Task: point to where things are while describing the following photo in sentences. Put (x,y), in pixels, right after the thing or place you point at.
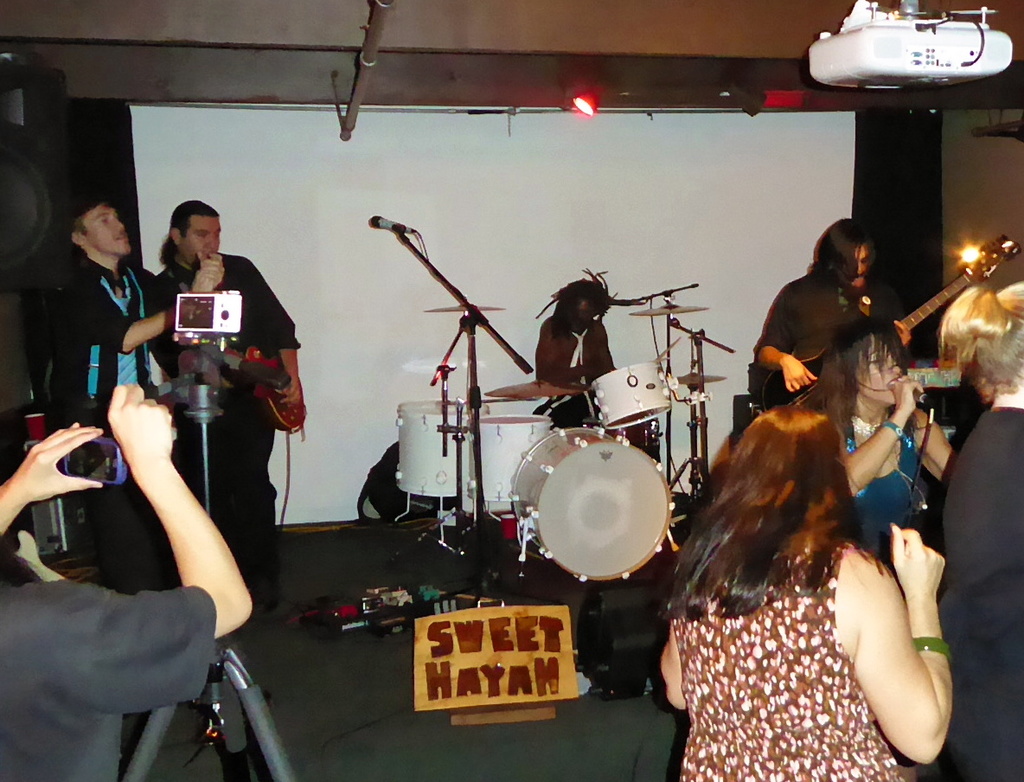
This is a picture of a live band (819,305). In the center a man (601,274) is playing drums (562,493). On the right (786,378) there are four people (965,527). On the top right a man (810,336) is playing guitar (920,312), before him a woman (895,444) is singing. On the right this woman (797,635) is dancing. On the top left (120,239) there are two men (81,308) standing and playing musical instrument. On the left (215,340) there is a camera (215,318) on the stand (206,374). On the left a person (121,663) in black shirt (142,649) is taking photos. In the background (467,194) there is white curtain (468,183). On the top left (39,161) there is a speaker (30,202). On the top right (930,77) there is projector (885,47).
